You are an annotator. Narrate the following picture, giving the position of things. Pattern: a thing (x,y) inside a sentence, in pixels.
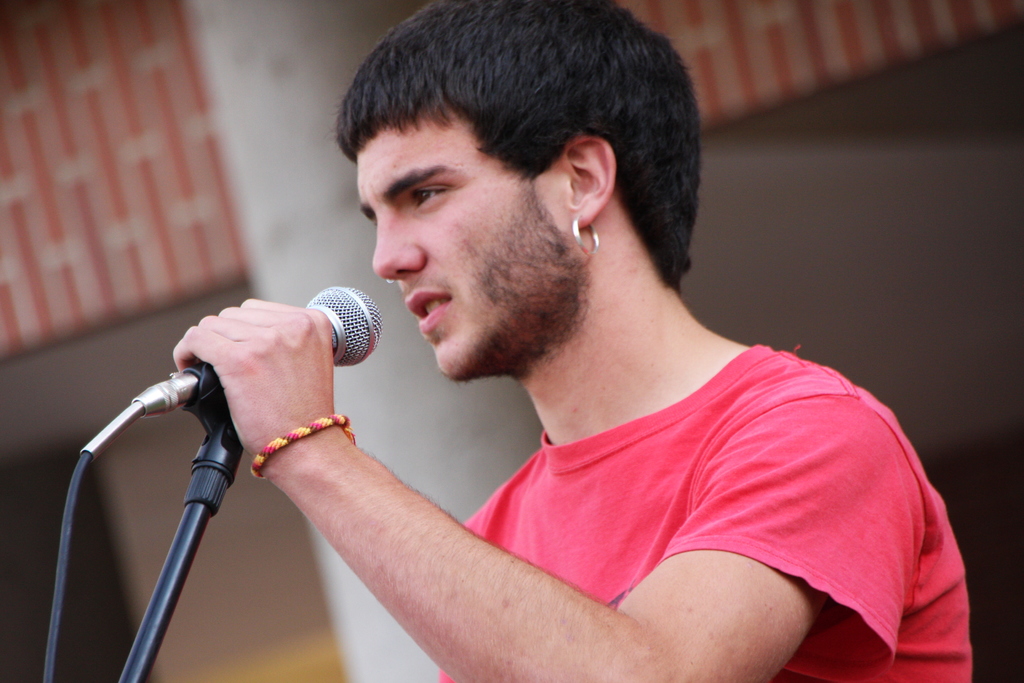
As we can see in the image there is a man (617,410) holding mic (208,395).
